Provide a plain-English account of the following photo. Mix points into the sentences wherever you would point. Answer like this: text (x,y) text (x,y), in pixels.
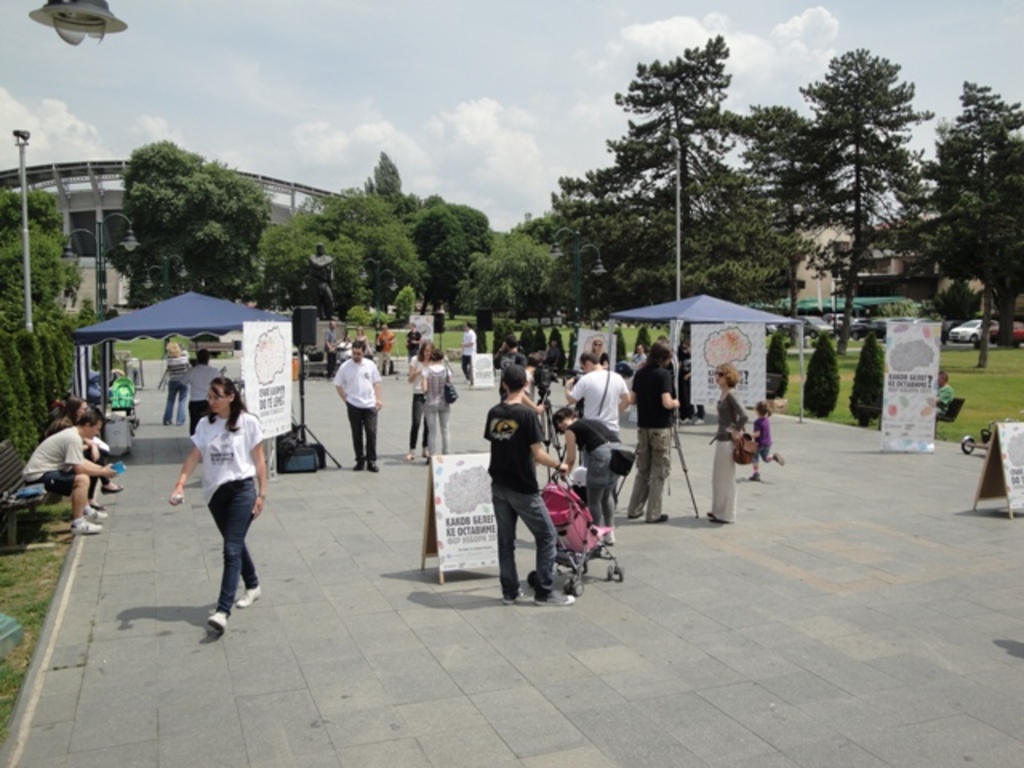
The picture is taken outside a building (77,178). In the foreground of the picture (407,362) there are tents (684,317), hoardings (288,393), speakers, people (93,433), carts (579,516), grass (33,595) and plants (19,368). In the center of the picture (402,257) there are trees (556,231), building (76,244) and lights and cars (820,320). it is sunny. At the top (99,14), towards left (75,31) there is a light (68,21).
